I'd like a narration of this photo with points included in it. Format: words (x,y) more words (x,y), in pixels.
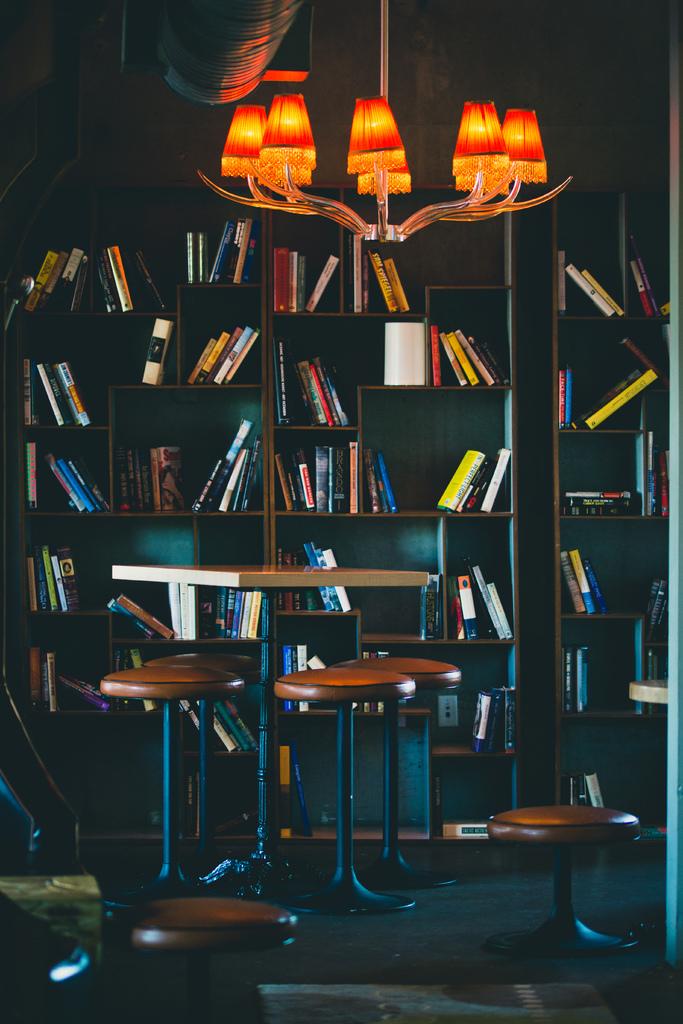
In this picture there are few chairs (349,830) and tables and there is a jhoomar (385,158) attached to the roof (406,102) above it and there is a book shelf (355,437) in the background (341,411).
